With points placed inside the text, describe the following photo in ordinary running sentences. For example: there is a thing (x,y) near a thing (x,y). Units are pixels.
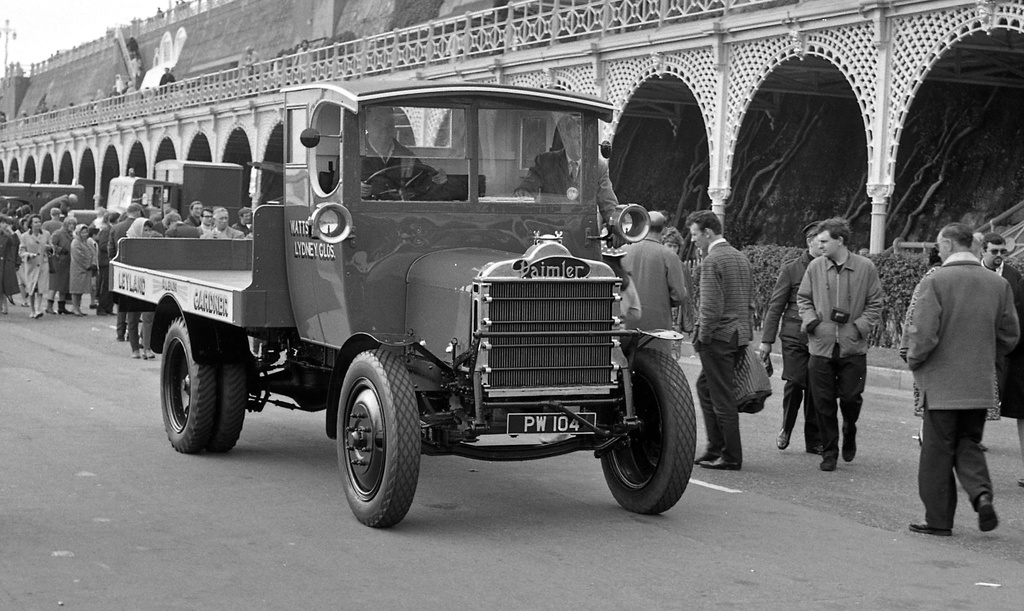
In this image we can see there are people (61,225) and vehicles (310,262) on the road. At the side there is a pole (4,29) and a building (787,126). And there are plants (882,261) and the sky (124,20).
